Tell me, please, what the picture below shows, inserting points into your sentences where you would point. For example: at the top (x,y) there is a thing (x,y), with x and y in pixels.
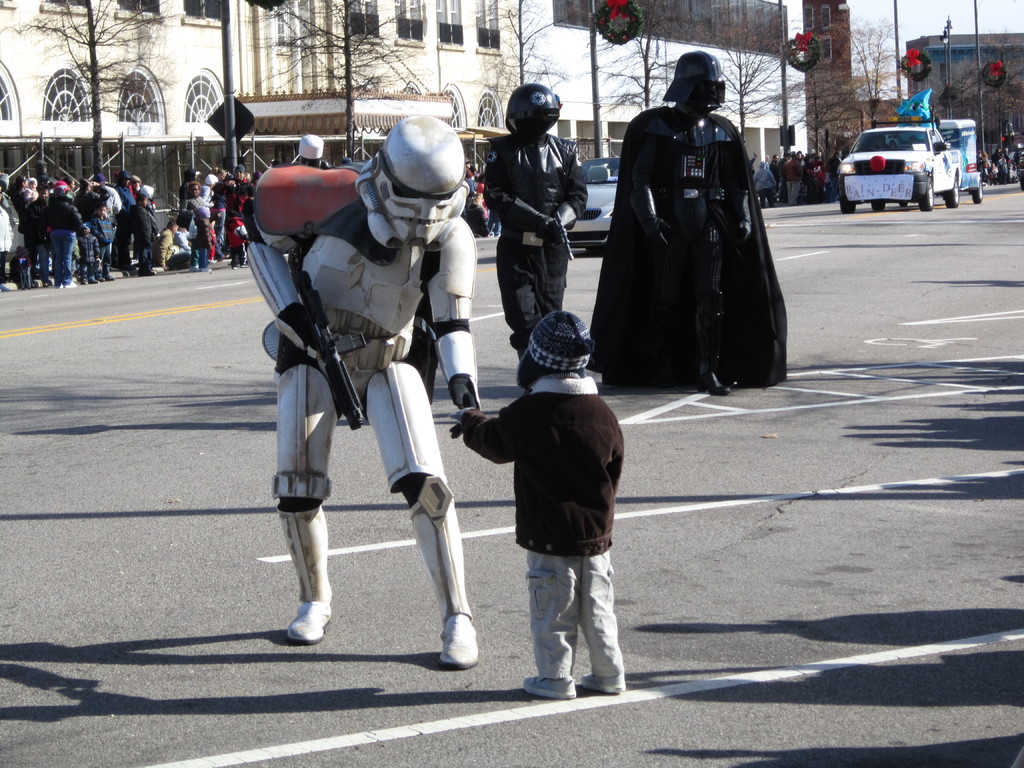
Here there are three persons (530,296) wore fancy dresses (623,257) and two are holding guns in their hands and we can see a kid (620,451) standing here on the road (770,735). In the background (763,130) there are few people (18,203) standing and sitting, vehicles (929,194), bare trees (997,103), poles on the road (976,307) and we can also see buildings (934,71), street lights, poles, windows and sky (855,68).
